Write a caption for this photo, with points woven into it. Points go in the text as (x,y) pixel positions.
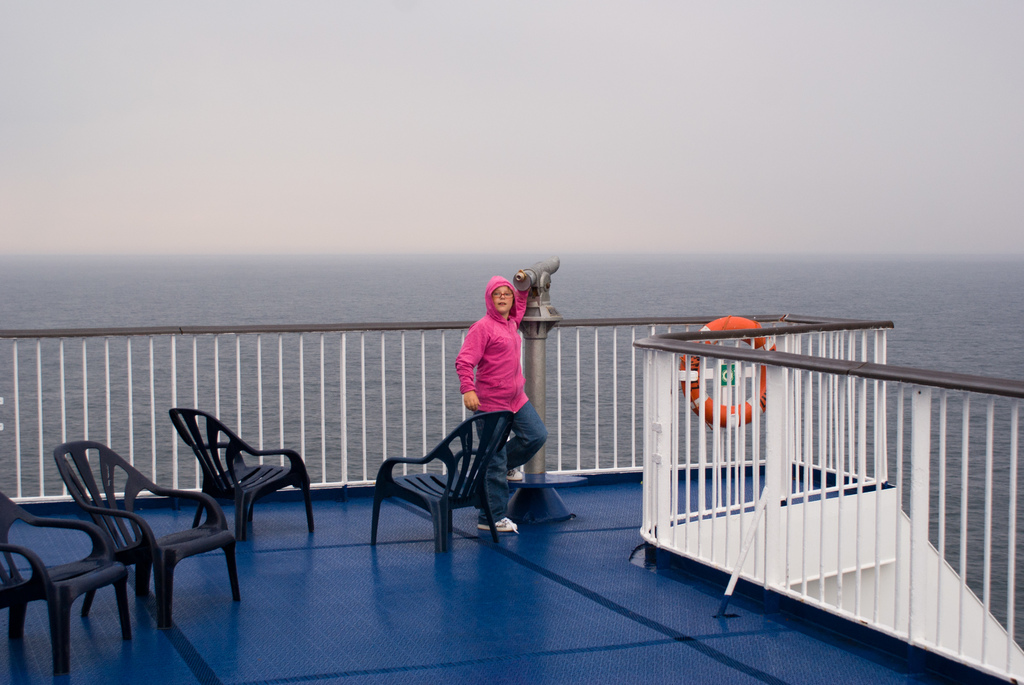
This picture is clicked outside the city and in the middle of the picture (494,356), we see child (486,347) in pink jacket (507,367) is standing near the pole (541,453) and in front of the child (483,380), we see four chairs (59,459) which are placed on blue floor (433,624) and behind the child (466,390), we see iron railing (704,385) and behind this, we see water (815,275) in a river (312,276) or in ocean (135,282) and on the top of the picture (263,128), we see sky (508,93).
